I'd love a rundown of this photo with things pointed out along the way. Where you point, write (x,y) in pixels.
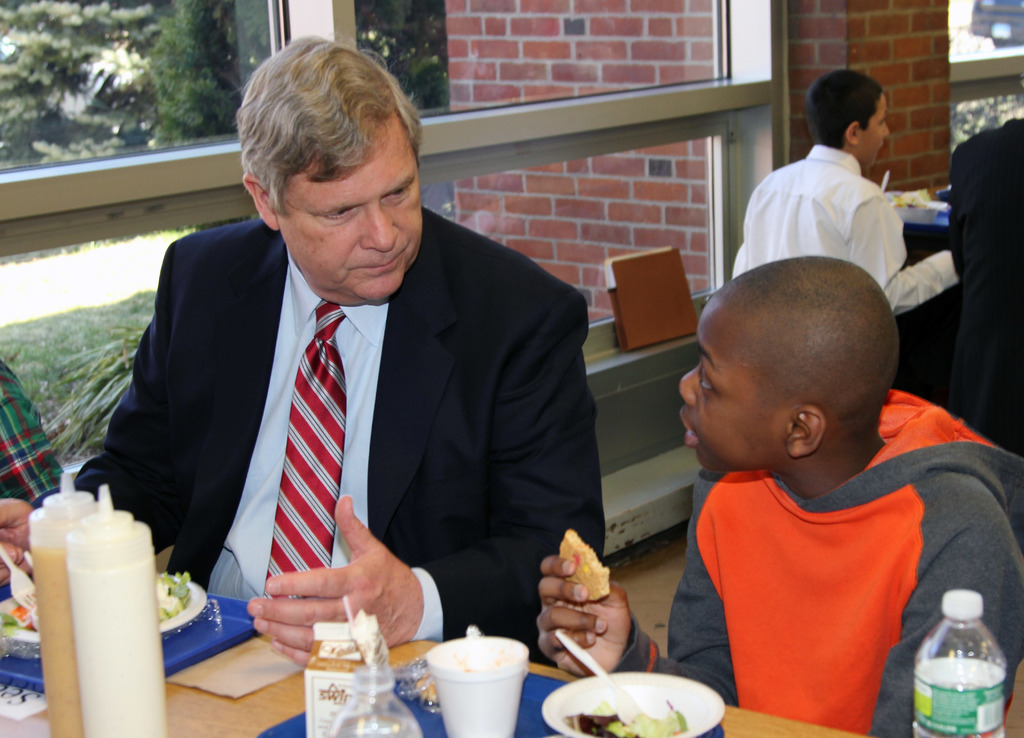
In this image I can see four persons (809,376) sitting on the bench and in the foreground (392,516) I can see two persons (848,667) and in front of the persons (628,664) I can see a table (273,696), on the table (288,700) I can see food items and I can see red color bricks wall (555,43) visible in the middle (571,256) and trees (8,18) visible at the top (422,12).
